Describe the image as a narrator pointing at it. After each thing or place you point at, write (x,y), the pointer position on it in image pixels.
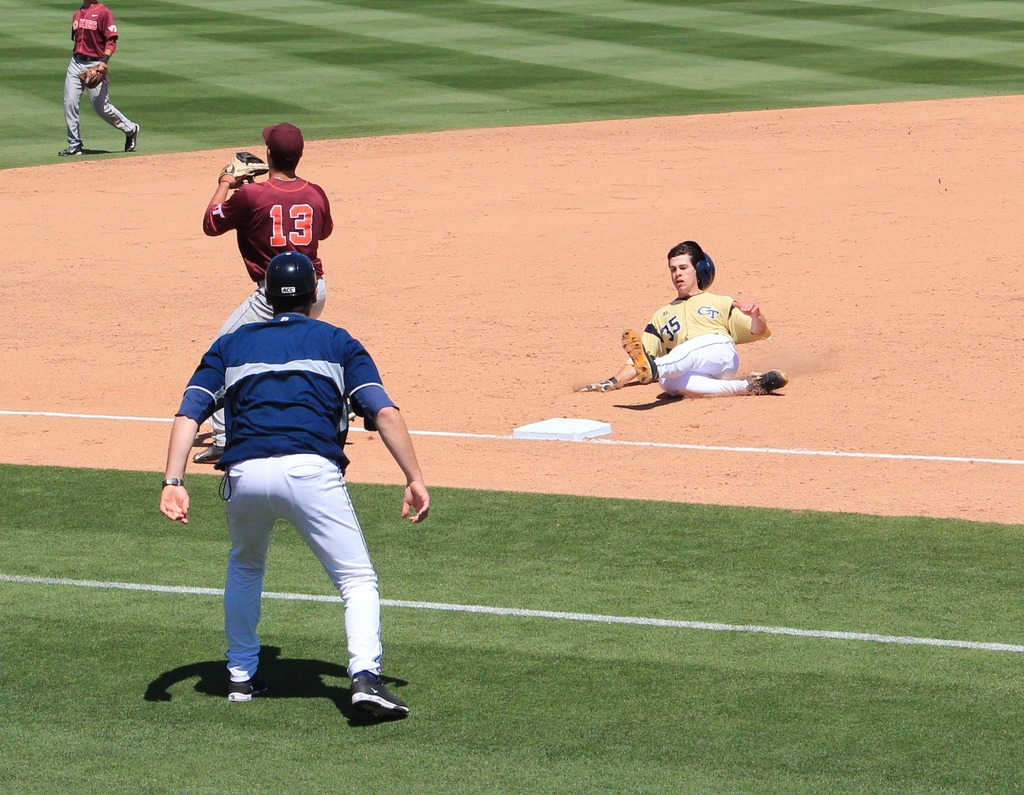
In this picture I can see there is a man (254,621) standing on to left (264,388) and he is wearing a blue jersey (319,438) and a white pant (353,506). There is a person (693,311) lying on the pitch (599,276) and he is wearing a yellow jersey (684,321) and a white pant (698,353) and there is another person (324,193) standing here at left (287,197), he is wearing a maroon jersey (289,213), gloves (249,173) and a grey pant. There is another person (82,44) walking on to left of the image (74,76) and he is wearing a maroon jersey (94,35), gloves (93,76) and a gray pant (78,123).
